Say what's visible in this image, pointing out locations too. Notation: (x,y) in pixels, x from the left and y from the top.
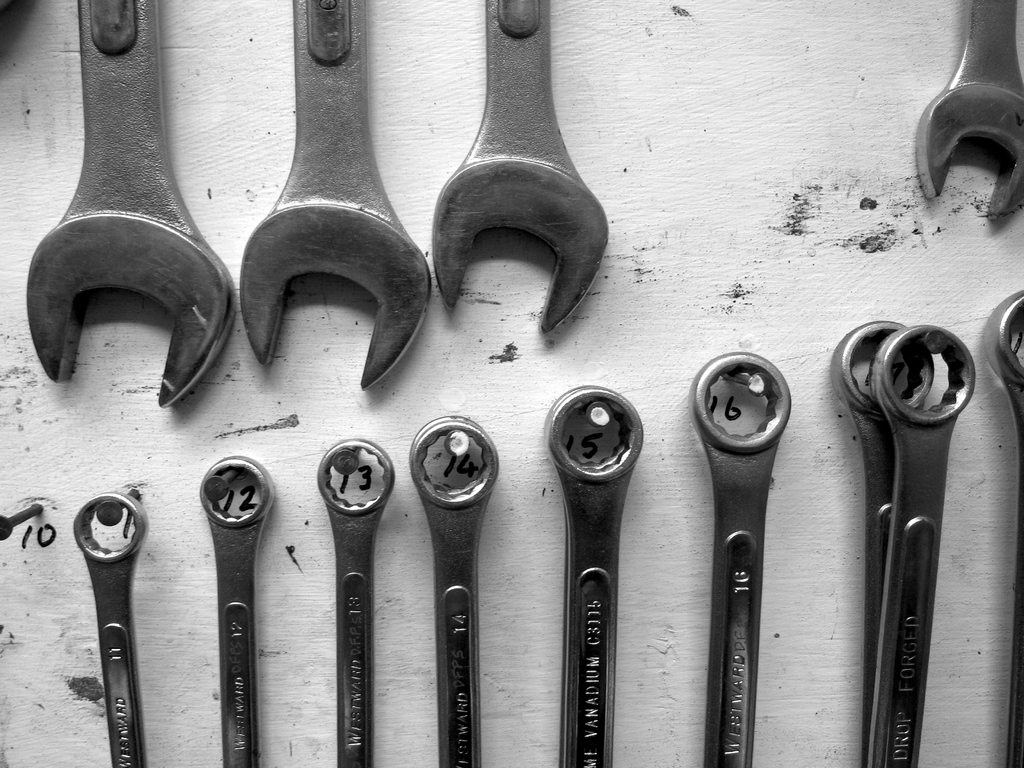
In this image, we can see wrenches (1016,189). Few (254,730) are hanging to nail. Background (509,432) we can see white wall (599,350) and some numbers (46,545).
